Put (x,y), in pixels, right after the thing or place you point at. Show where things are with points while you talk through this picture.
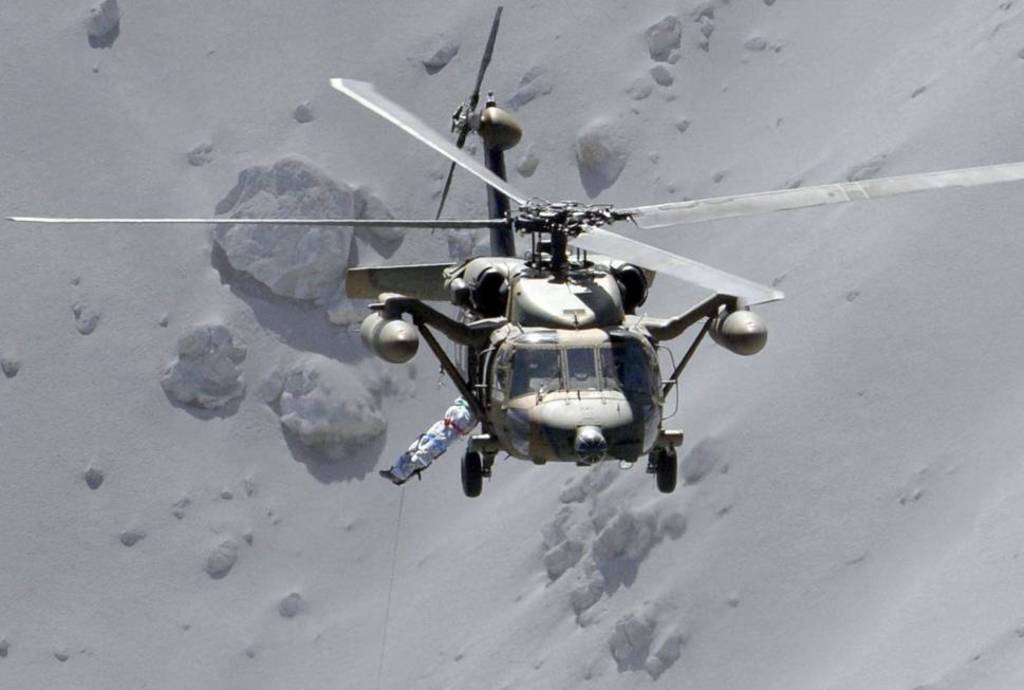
In this picture, we see a helicopter (470,110) is flying in the sky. In the background (279,234), it is white in color and it might be the snow (787,438).
